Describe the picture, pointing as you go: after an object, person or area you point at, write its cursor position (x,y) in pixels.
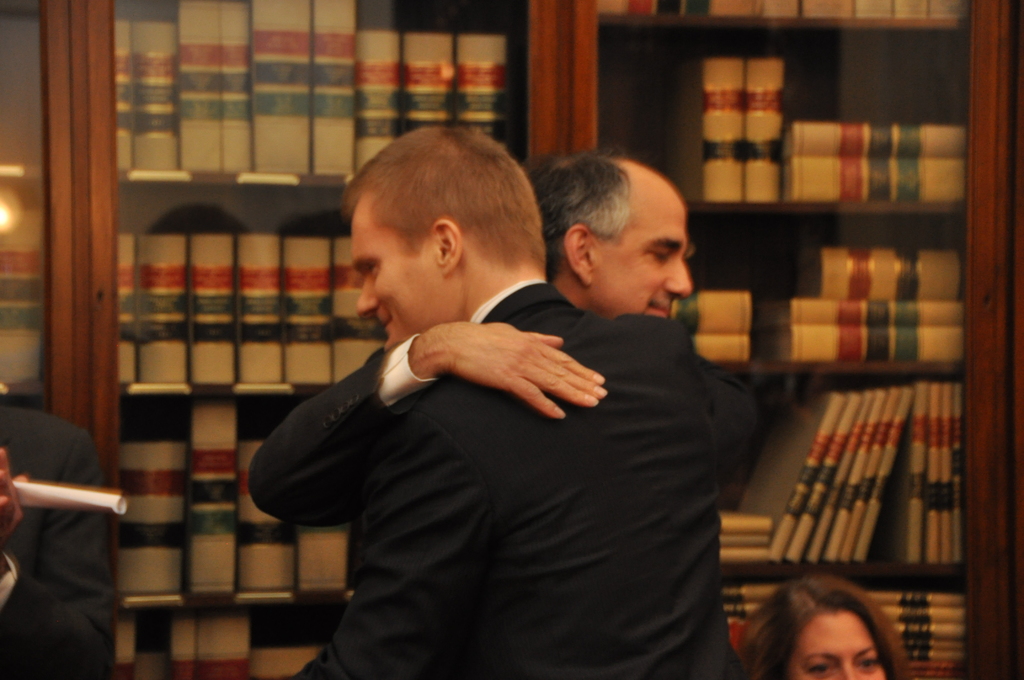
This image is taken indoors. In the background (895,549) there are a few racks (825,223) with shelves (796,399) and there are many books (168,374) on a shelves (83,285). On the left side of the image (57,489) there is a person (31,574) and holding a paper (48,502) in the hands (2,476). In the middle of the image (586,303) two men (560,432) are standing and they are hugging each other and there is a woman (775,642).
